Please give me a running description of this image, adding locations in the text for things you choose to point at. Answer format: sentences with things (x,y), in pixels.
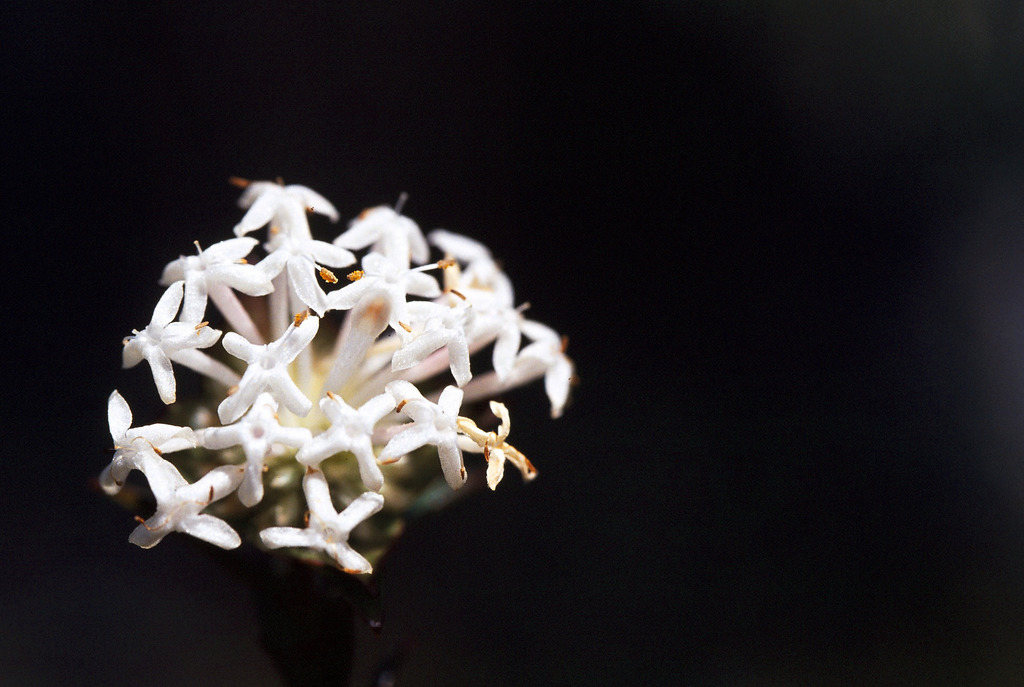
There are white color flowers (254,387). There is a black background (162,101).
